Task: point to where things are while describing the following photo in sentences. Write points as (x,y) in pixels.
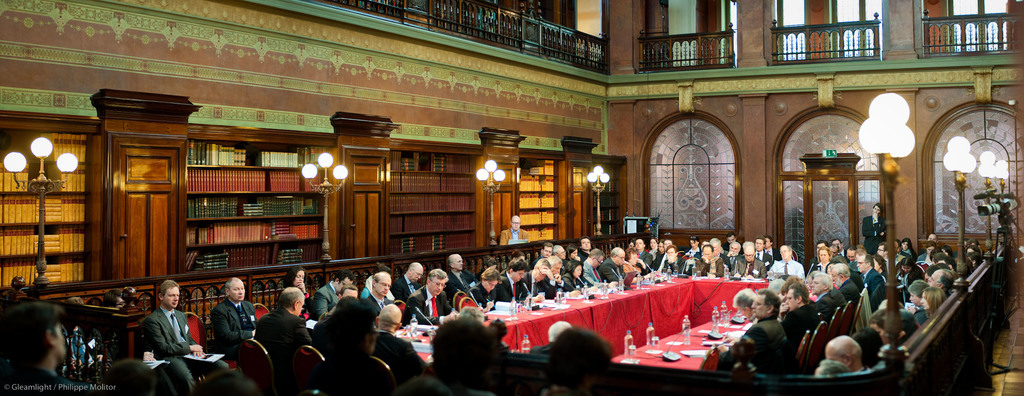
In this image I can see a conference hall (453,36). I can see people (411,277) sitting in chairs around the table (548,313). I can see some papers (511,314), bottles (618,284), mikes (672,353) and other objects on the table (706,326). I can see books (432,184) arranged in shelves (85,195), light poles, wooden partition (74,316) between people (584,275) and the bookshelves (390,207). I can see a person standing behind the wooden partition (536,250). I can see light poles (1002,175), doors (842,195) and windows (997,150).
